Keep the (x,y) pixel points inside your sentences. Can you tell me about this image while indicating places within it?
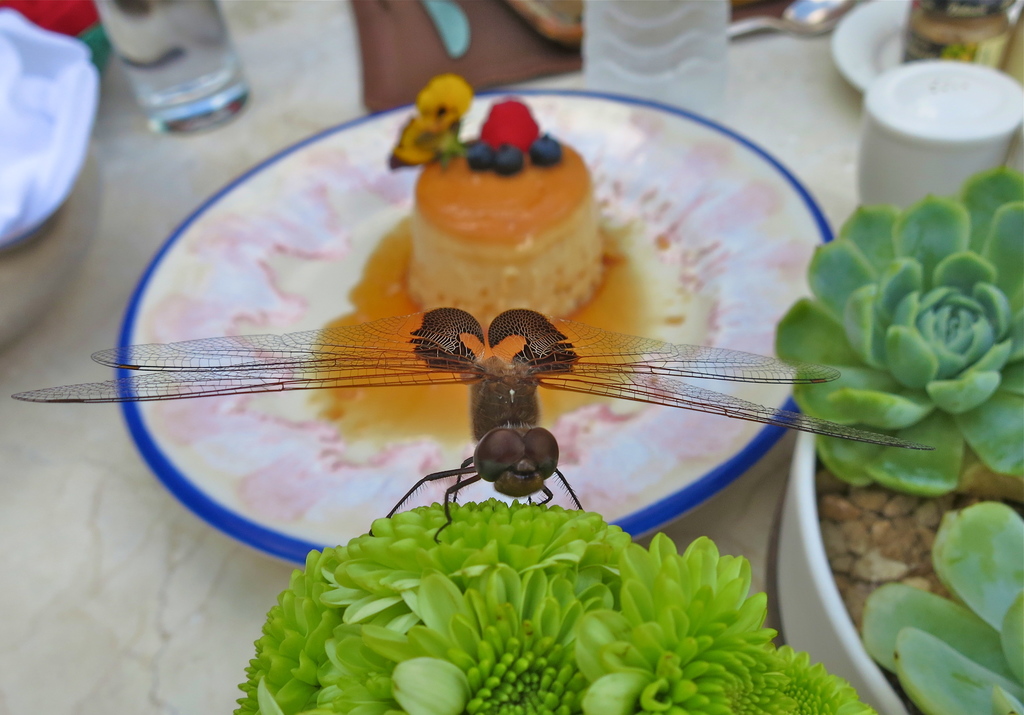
In this image we can see a dragonfly (499,400) on the plant (727,580), also there are some food items (586,240) on the plate (686,207), there is a glass (633,44), bottle (653,9), garnishes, those are on the table (42,324).
